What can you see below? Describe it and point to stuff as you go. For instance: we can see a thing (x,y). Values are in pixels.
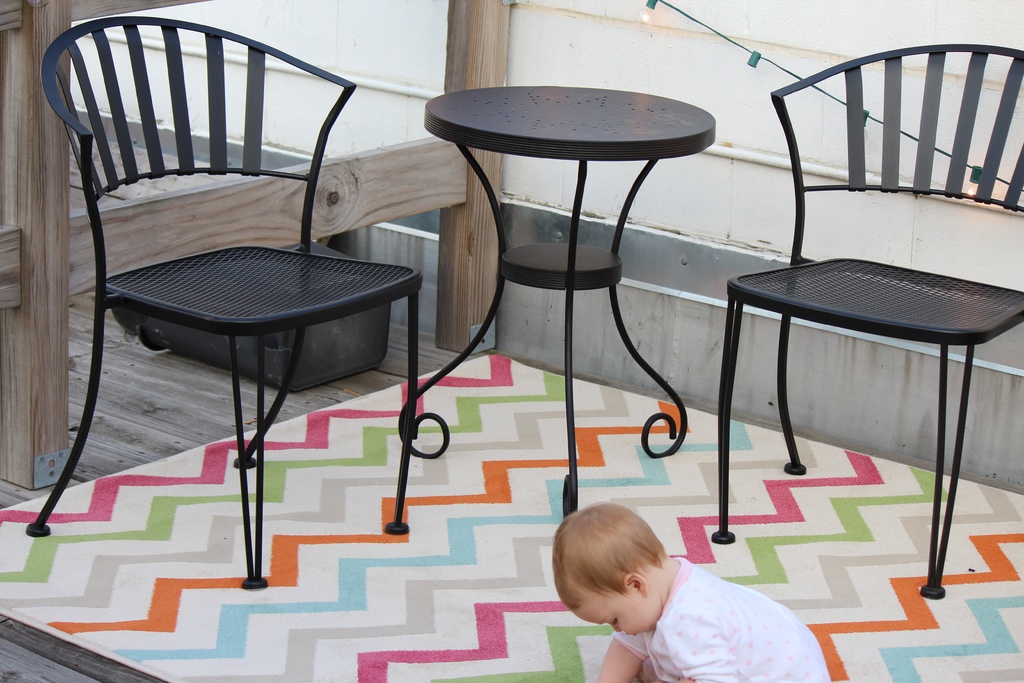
In this image we can see two chairs (917,301), a table (499,284), and a kid (716,627), also we can see some wooden sticks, some object (249,368) on the floor (392,353), also we can see a wall (802,20), and serial lights (770,61).
